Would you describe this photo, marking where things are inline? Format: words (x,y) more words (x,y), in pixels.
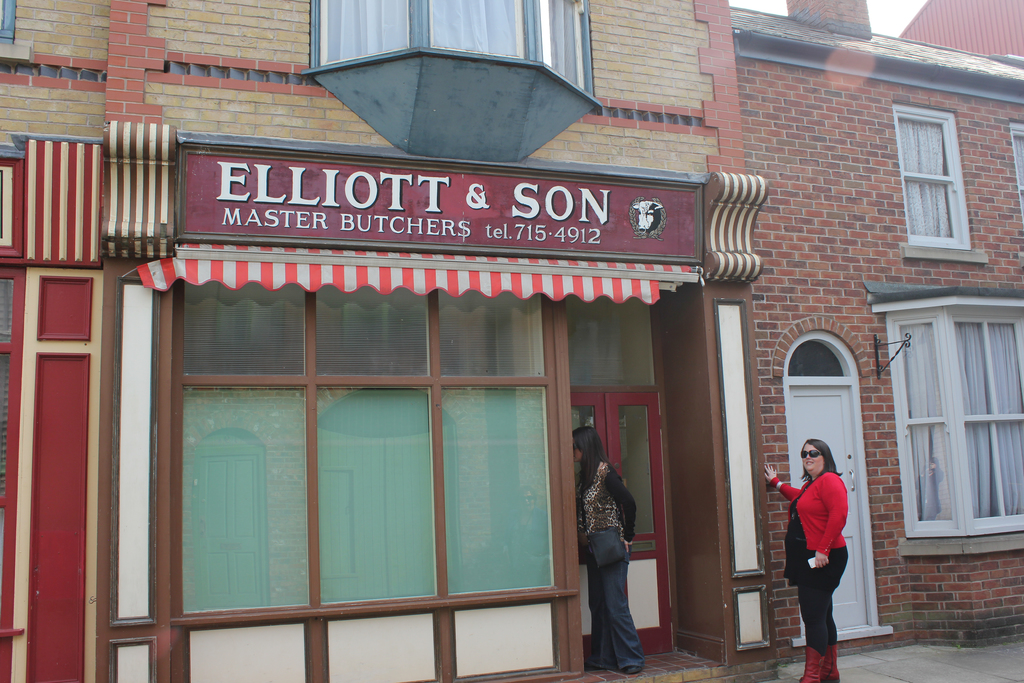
At the bottom of the image (816,667) few people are standing. Behind them there are some buildings (526,128).
